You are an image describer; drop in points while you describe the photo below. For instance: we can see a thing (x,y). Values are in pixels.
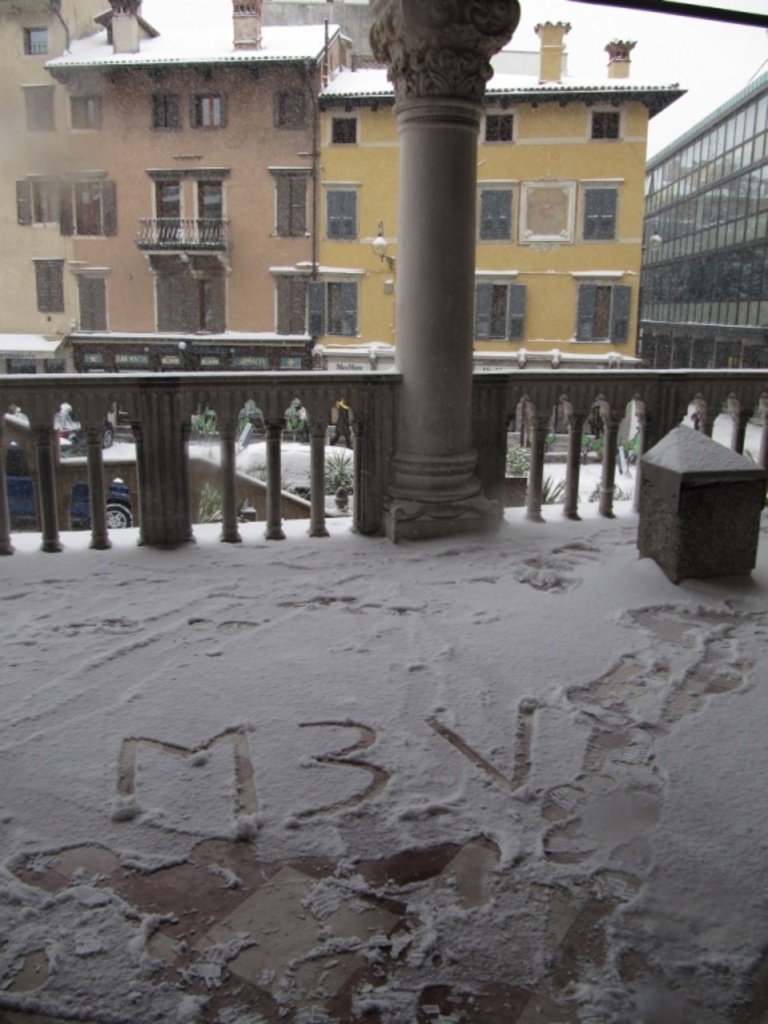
In the foreground of the picture (182,665) there is snow (169,616). In the center of the picture (392,387) there is railing (314,428). In the background (293,194) there are buildings (259,184), windows (218,181) and doors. In the center of the picture (303,450) there are vehicle (112,488), plants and snow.
